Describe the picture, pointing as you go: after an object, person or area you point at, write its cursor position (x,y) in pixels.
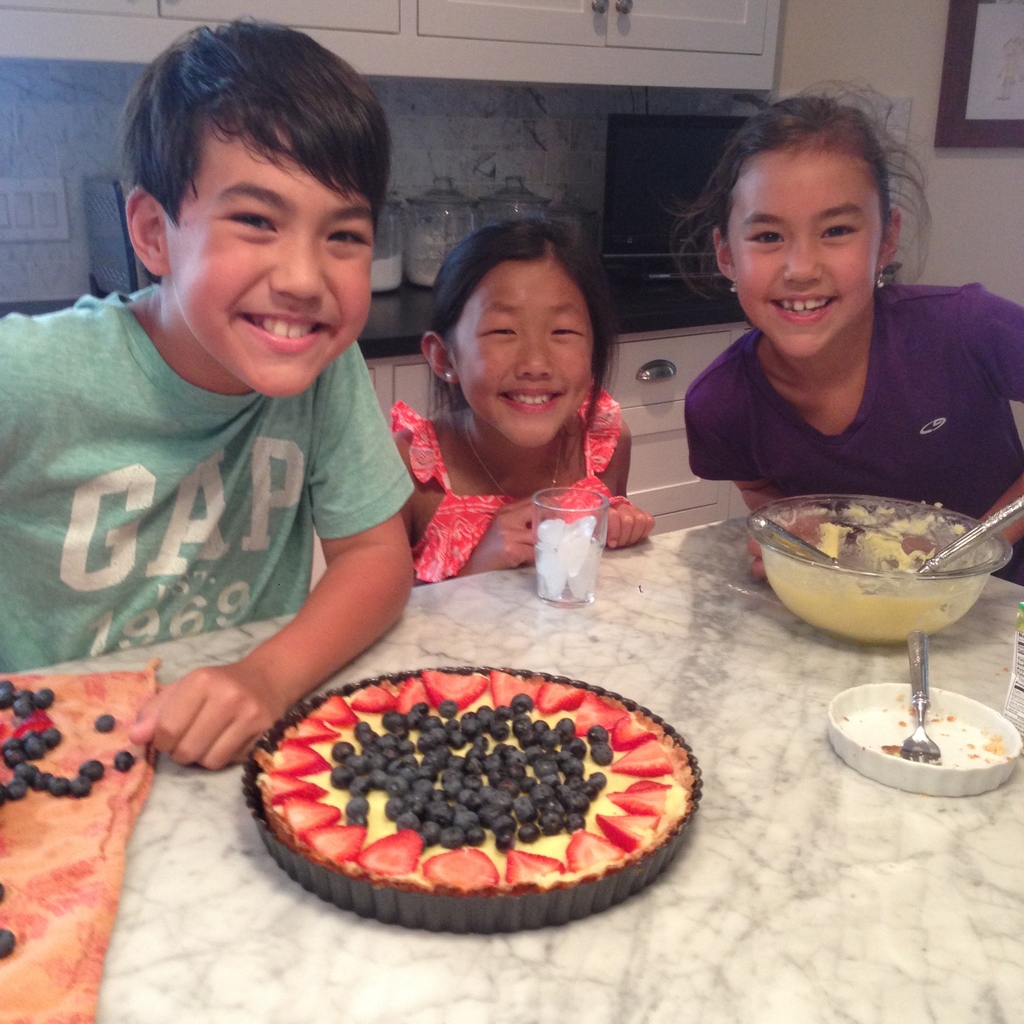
In this image on the right (952,450), there is a girl (904,381), she wears a t shirt (867,405). In the middle (533,523) there is a girl (533,523), she wears a dress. On the left (187,383) there is a boy (172,357), he wears a t shirt (204,559), in front of them there is a table (706,816) on that there are fruits (454,794), tart (481,794), bowl (917,611), glass (563,544), blueberries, strawberries (304,809) and some other food items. In the background (575,226) there are cupboards (688,66), vessels (504,198), photo frame (985,81) and wall (856,58).
